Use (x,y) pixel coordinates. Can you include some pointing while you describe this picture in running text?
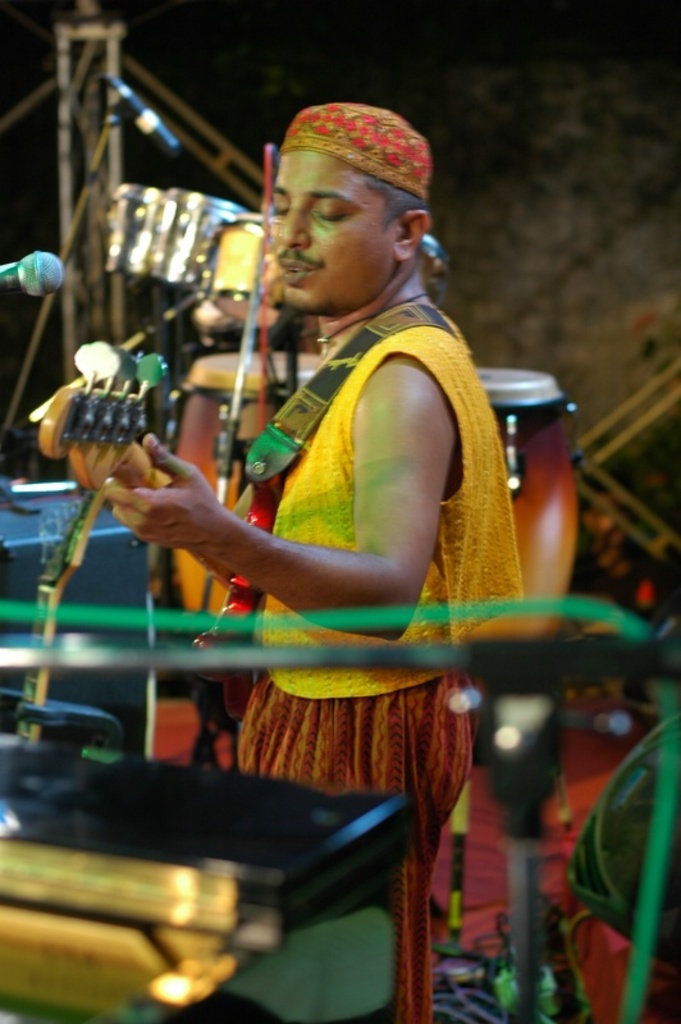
In this image in the center (357,383) there is one person (336,555) who is standing and he is holding a guitar (132,457), and in the background (238,266) there are some drums (213,361) and mikes (45,281) at the bottom (252,855) there are some tables (368,829) wires (664,852) and some other objects (527,680). In the background (517,93) there is a wall (336,94).
